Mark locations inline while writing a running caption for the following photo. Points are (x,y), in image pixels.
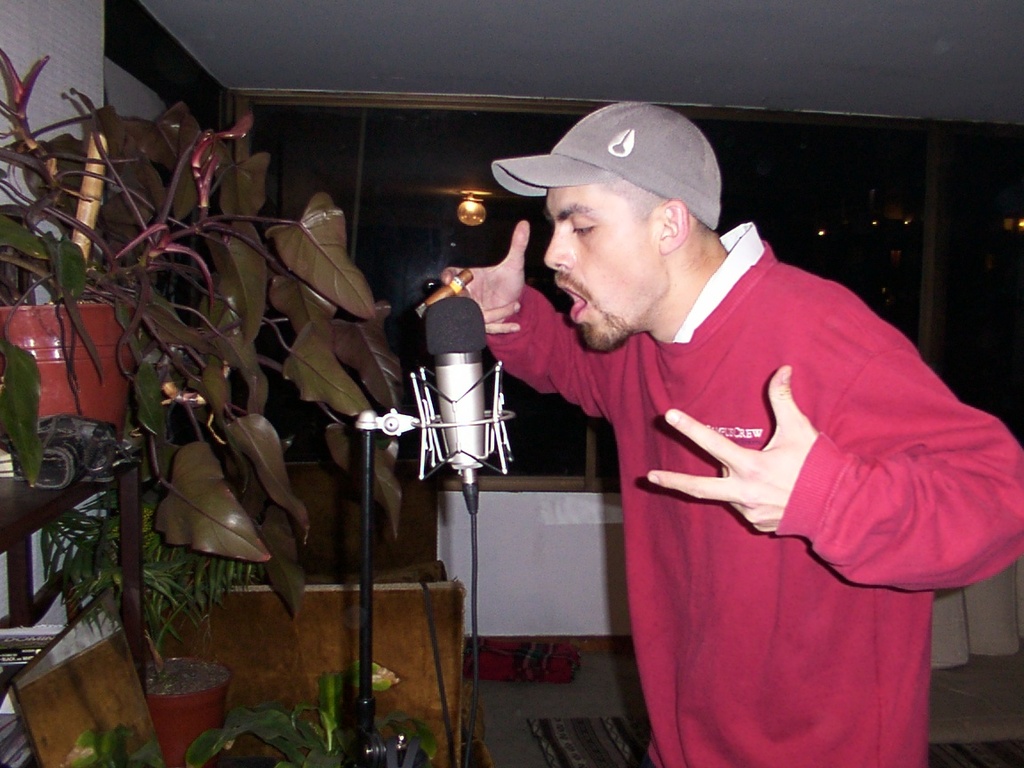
In this image we can see a person (714,402). A person (773,514) is speaking into a microphone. There are few house plants (280,719) in the image. There is a lamp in the image. There are few objects (1007,614) at the right side of the image (975,620).
